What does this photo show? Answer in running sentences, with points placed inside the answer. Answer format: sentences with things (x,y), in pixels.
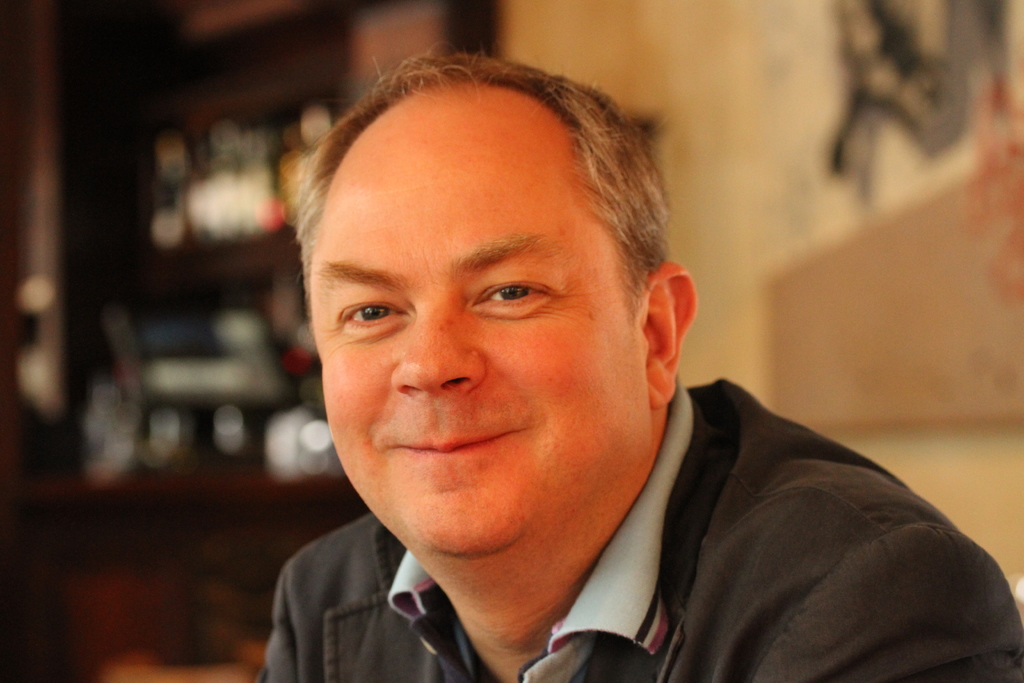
In this image I can see the person (618,636) wearing black, ash and pink color. In the background (699,135) I can see the wall (662,150) and there is a blurred background (779,168).
